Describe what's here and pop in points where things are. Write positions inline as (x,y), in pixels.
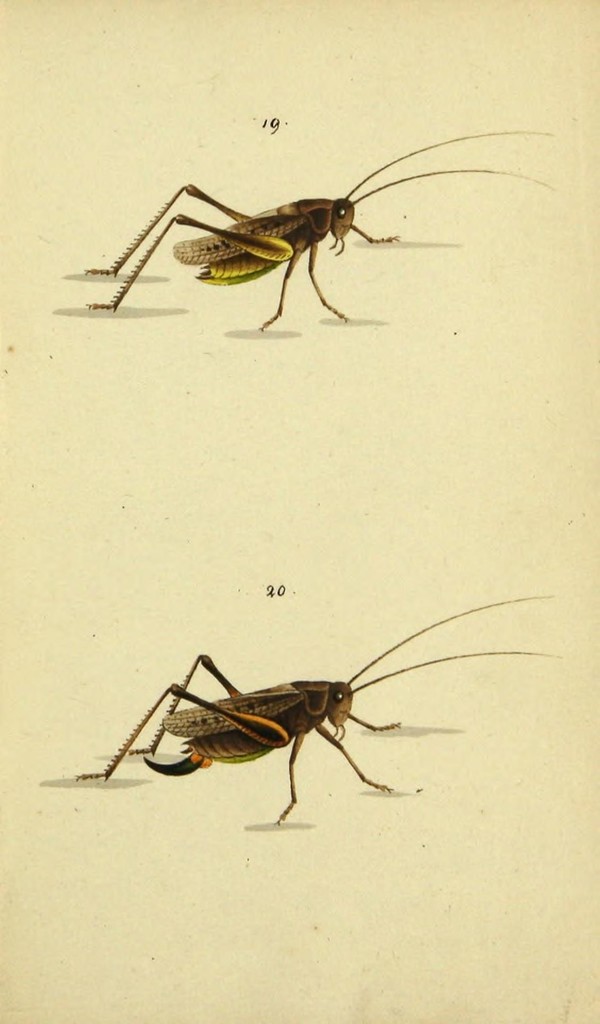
In the picture we can see a paper (349,885) on it we can see a painting (176,250) of two insects (209,746) with antenna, legs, eyes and wings (278,226).
